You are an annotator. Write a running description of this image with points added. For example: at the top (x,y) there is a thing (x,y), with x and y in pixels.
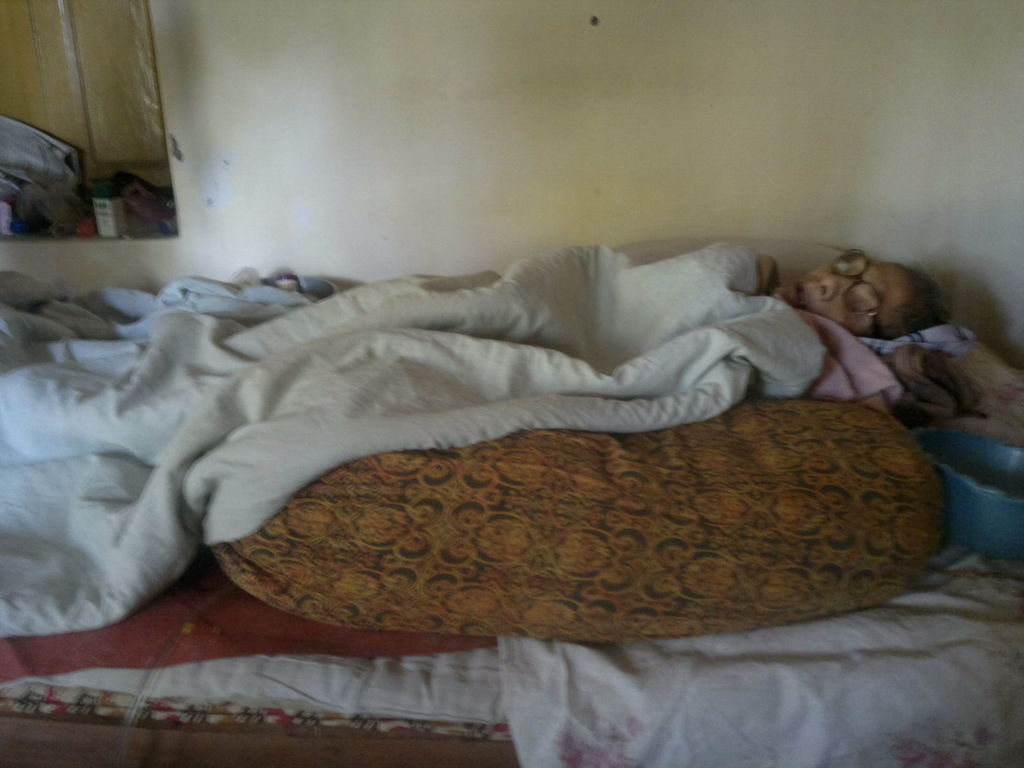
In this image there is a person (797,296) sleeping on the bed (171,591), there are blankets (615,312), there is an object (957,440) truncated towards the right of the image (988,516), there is the wall (653,121) truncated towards the top of the image (618,158), there are objects (77,187) truncated towards the left of the image (64,191).
